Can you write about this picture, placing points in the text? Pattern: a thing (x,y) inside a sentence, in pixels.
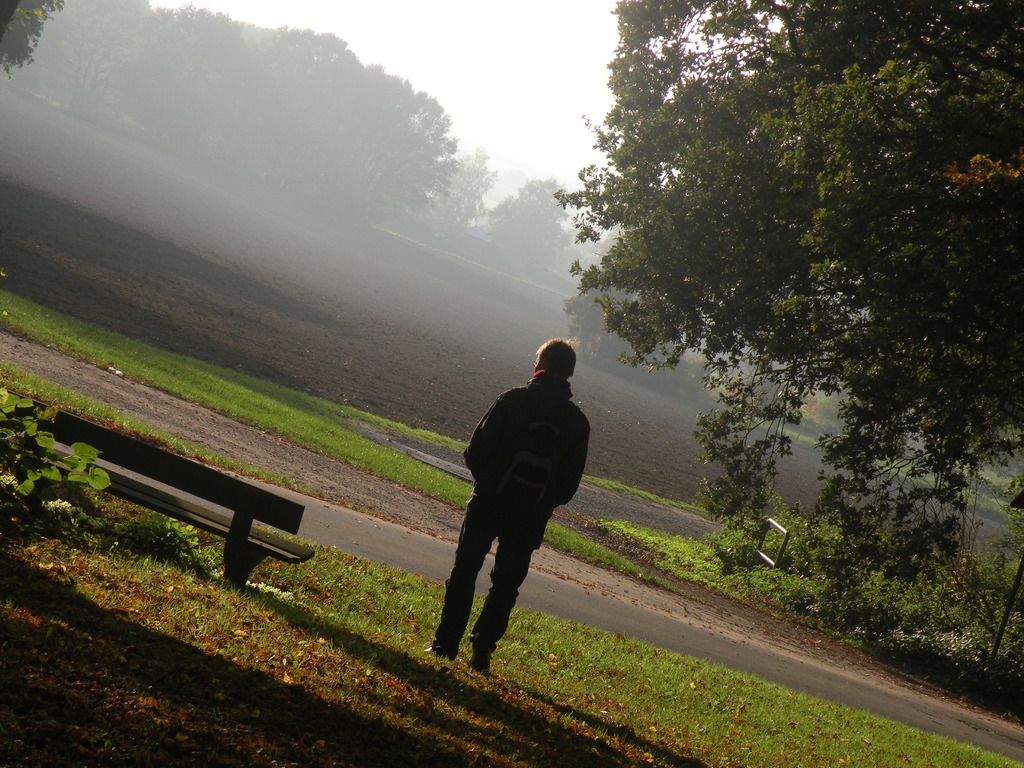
In the center of the image (581,447) a man (513,557) is standing. In the background of the image (502,310) we can see some trees (531,236), grass (328,419), mud (639,473) are there. At the top of the image (526,89) sky (527,68) is there. On the left side of the image (97,445) a bench (124,448) is there. At the bottom of the image (675,699) we can see some dry leaves (286,664), ground (687,699) are present.
